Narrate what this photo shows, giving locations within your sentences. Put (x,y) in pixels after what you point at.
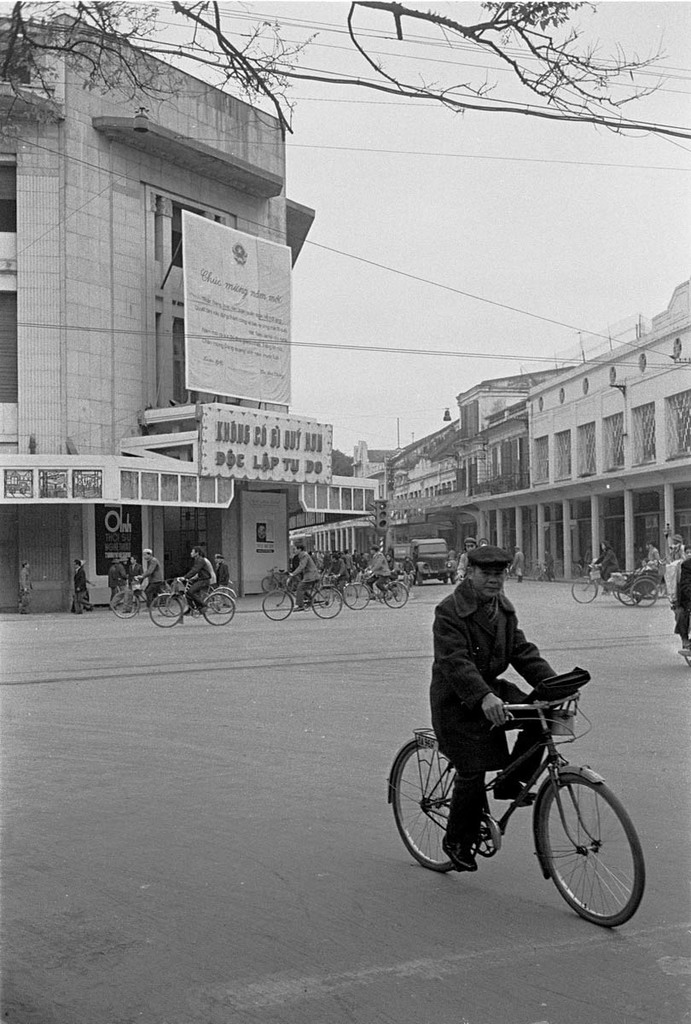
There are group of people (468,722) riding bicycles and there are buildings (441,462) in the background (393,456).
